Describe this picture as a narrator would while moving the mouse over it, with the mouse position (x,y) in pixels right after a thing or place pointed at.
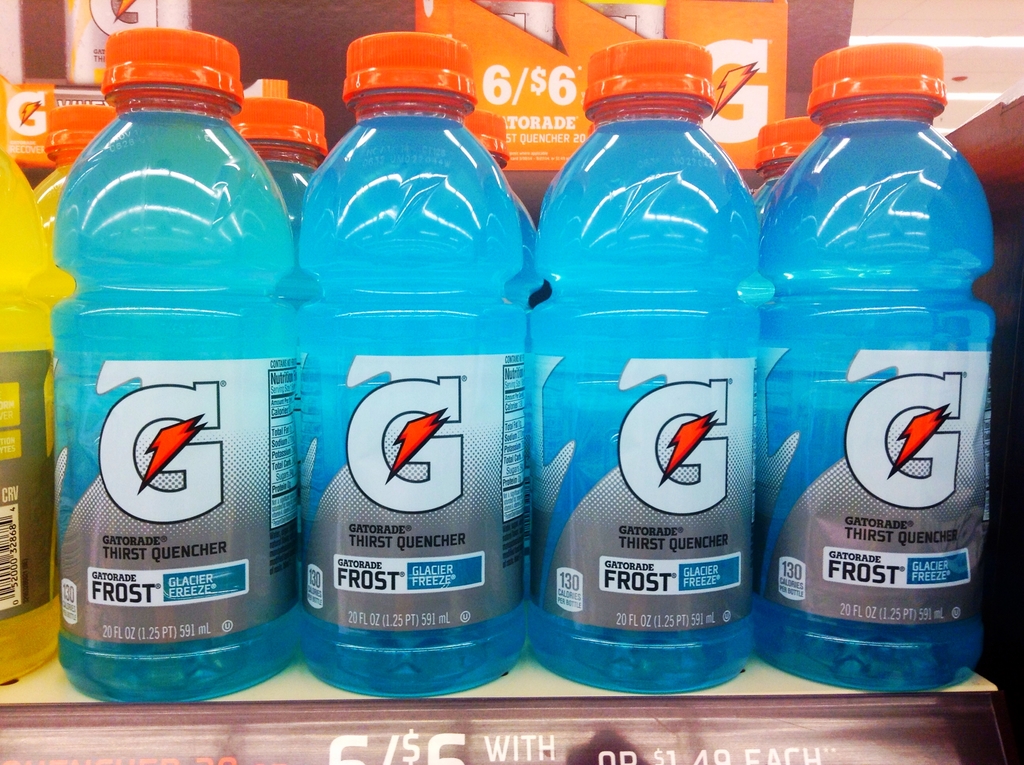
There are many bottles (348,283) on the shelf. These bottles (479,536) are label (477,511) on it. There is an orange cap (192,67) blue and yellow liquid (62,184) inside the bottle (49,174).
